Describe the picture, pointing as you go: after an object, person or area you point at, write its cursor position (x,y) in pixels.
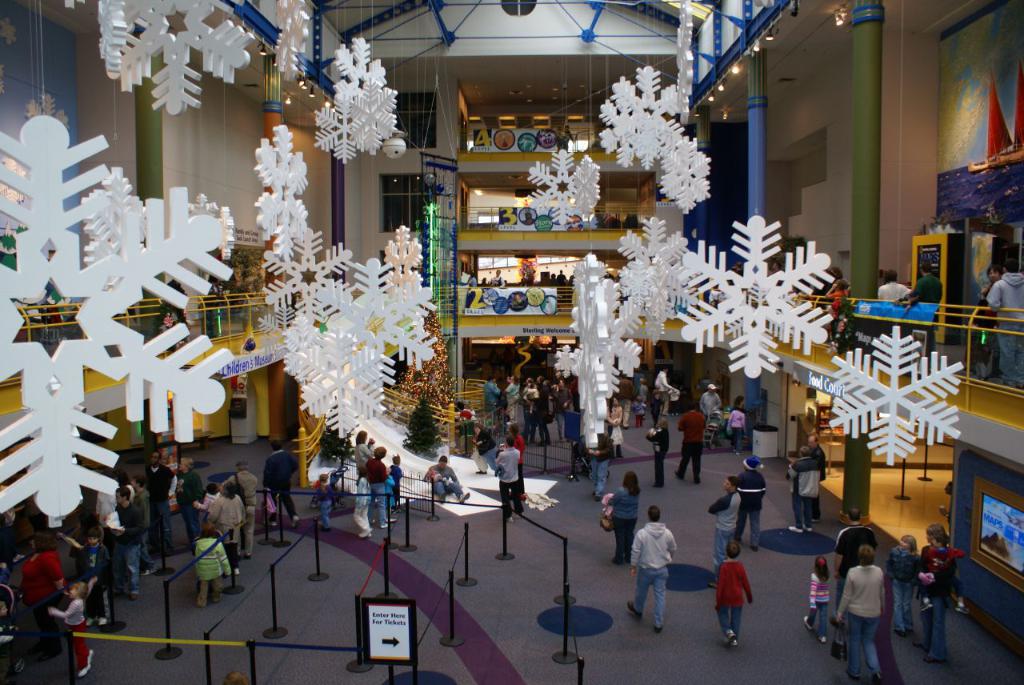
In this picture we can see a group of people (214,557), some people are walking, some people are standing and in the background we can see pillars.
